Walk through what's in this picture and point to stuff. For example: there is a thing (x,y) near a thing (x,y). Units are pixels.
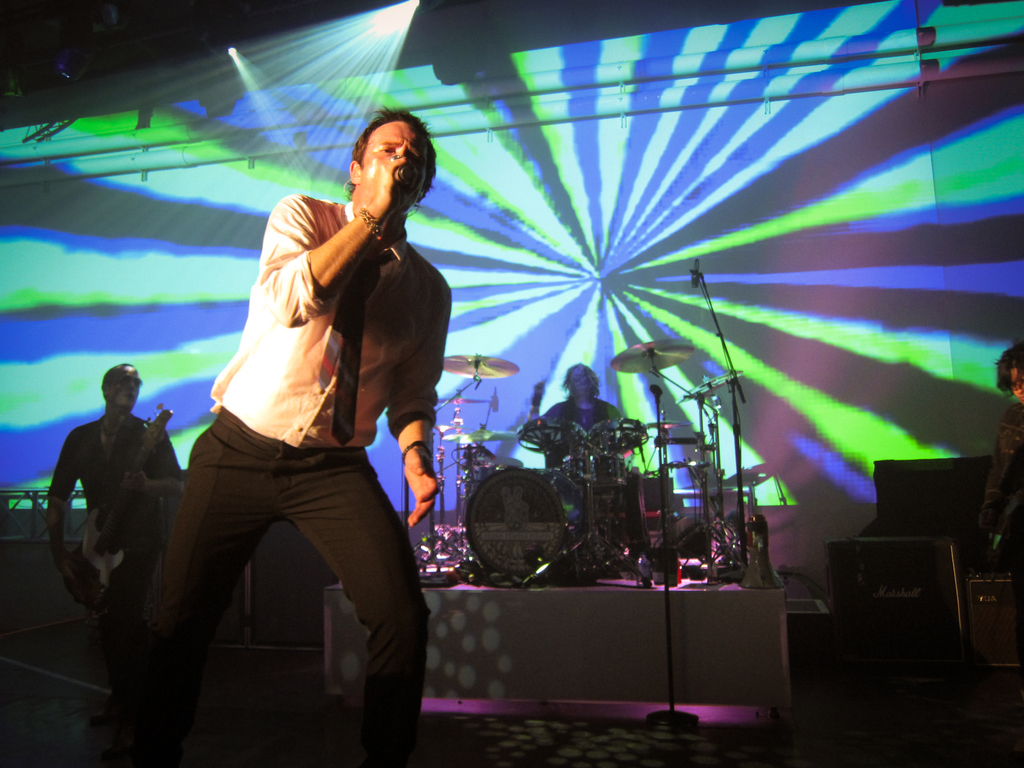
In this image I can see a person (362,491) standing and holding the mike (400,184). There are three other persons (580,383) and musical instruments (723,391). Also there are poles (715,63), lights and there is a screen (155,185).
